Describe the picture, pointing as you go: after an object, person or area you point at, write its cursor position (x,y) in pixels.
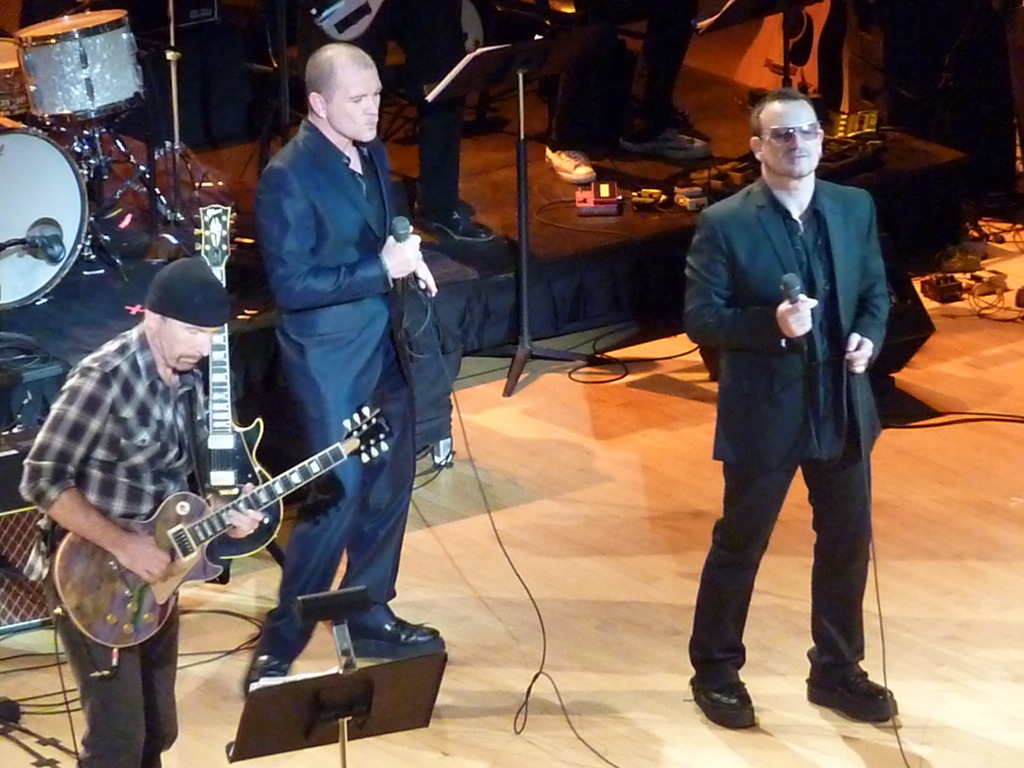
Two persons (336,202) wearing suits (731,356) and holding mic (406,233). Person (805,322) on the right (829,303) is wearing a goggles (773,136). Person (126,453) on the left (144,543) is playing guitar (185,524) wearing a cap (185,291). In the background (91,174) there is a drums (97,158). A guitar (224,424) is on the floor (260,555). Also in the background (519,89) there are stands (528,77), many items (835,137) like electronic equipment (731,179), wires (981,290).
